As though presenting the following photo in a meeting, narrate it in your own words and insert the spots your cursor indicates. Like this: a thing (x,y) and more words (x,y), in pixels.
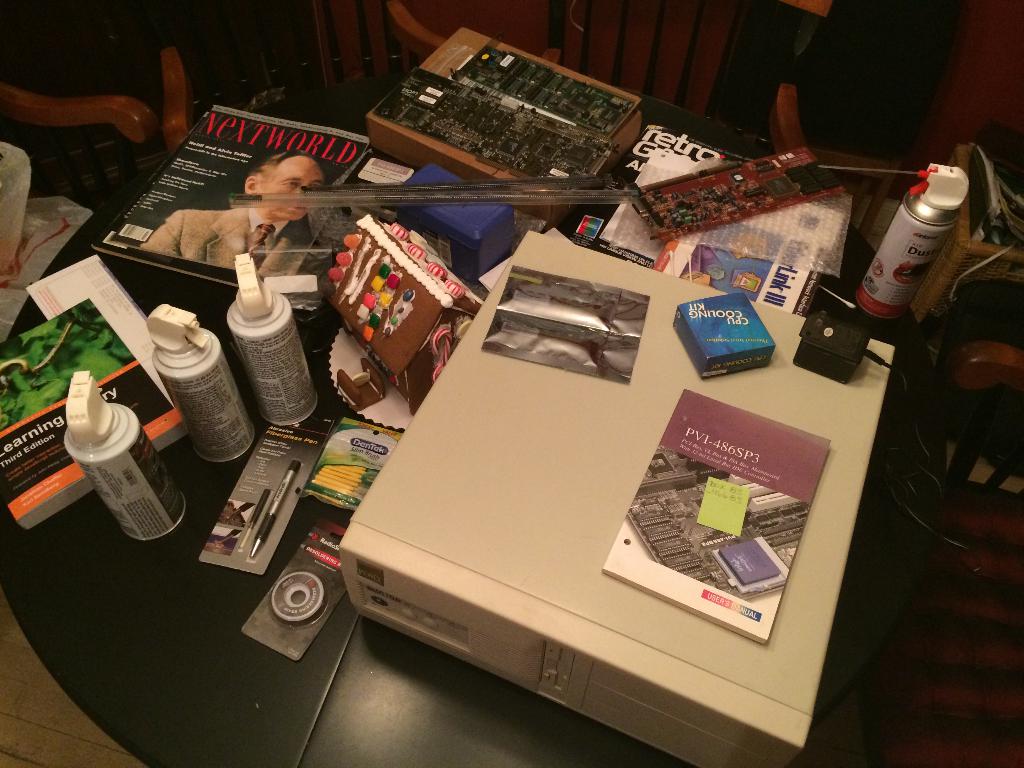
In this image I can see few electronic things (543,402), few boxes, few books (608,573), few spray cans (152,522), a pen (258,549) and many other stuffs (568,365). I can also see few chairs (1018,600) and few other stuffs (1008,217).
